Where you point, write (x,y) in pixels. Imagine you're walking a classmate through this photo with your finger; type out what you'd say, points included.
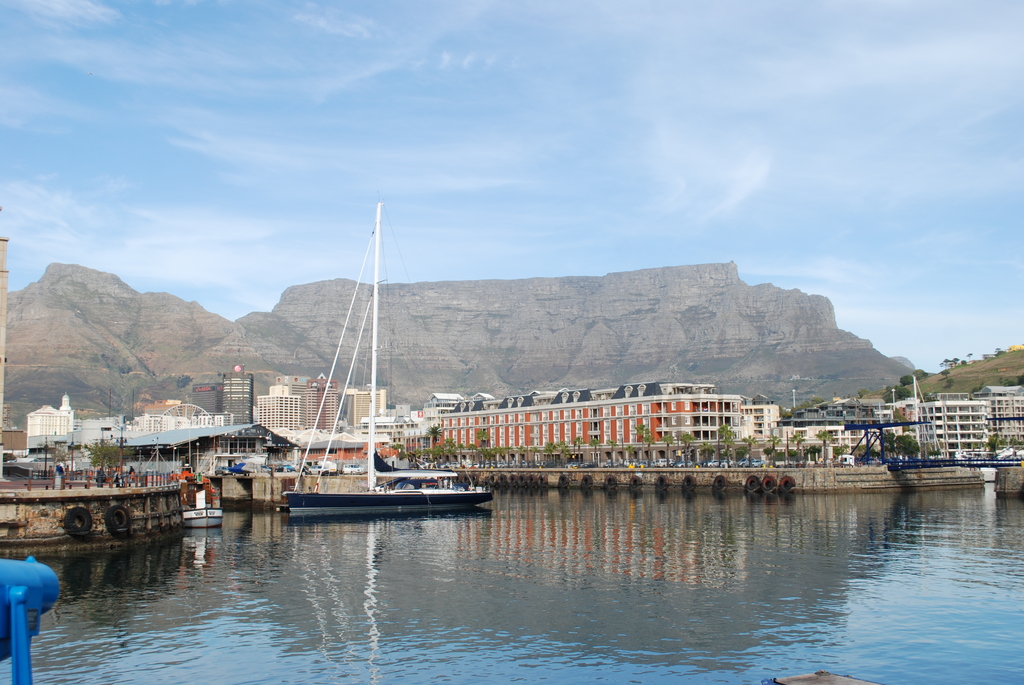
At the bottom of the picture (519,563), we see water (403,609) and this water (460,649) might be in the lake (414,512). We see the yacht (450,495) is sailing on the water (375,530). There are trees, buildings (187,432) and poles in the background (898,419). In the left bottom (22,594), we see an object (7,587) in blue color. There are hills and rocks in the background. At the top (570,110), we see the sky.
